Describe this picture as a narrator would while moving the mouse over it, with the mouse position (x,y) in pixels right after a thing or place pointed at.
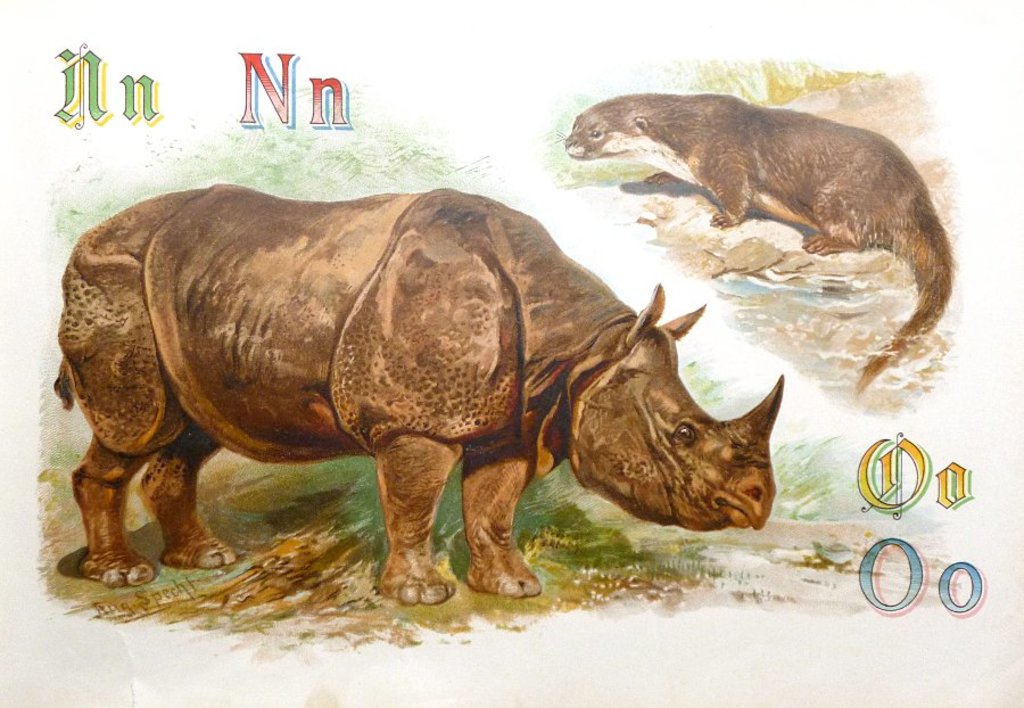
This image consists of a poster (415,258) with an image of a rhinoceros (353,300) and an animal (737,193). There is a text (895,609) on this poster (571,469).
